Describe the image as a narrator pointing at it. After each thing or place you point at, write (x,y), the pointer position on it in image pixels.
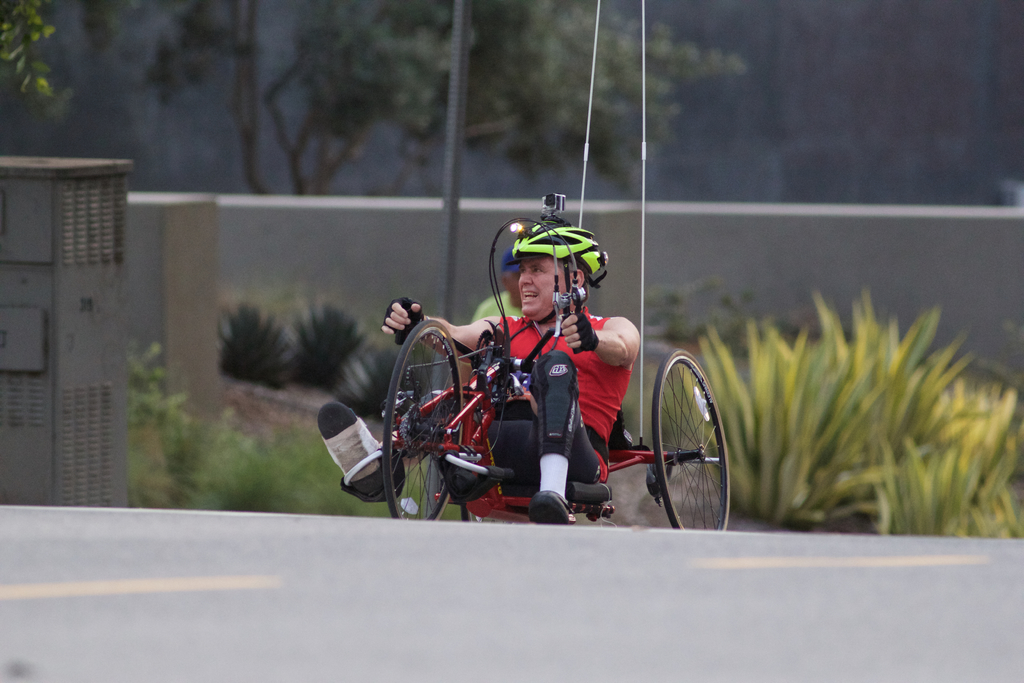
In this image I can see the road (567,596) and a person (596,402) wearing red and black colored dress (595,402) is riding a vehicle (481,401) on the road (553,580). I can see the blurry background (826,438) in which I can see few trees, few plants (811,430), a pole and the wall (719,269).
